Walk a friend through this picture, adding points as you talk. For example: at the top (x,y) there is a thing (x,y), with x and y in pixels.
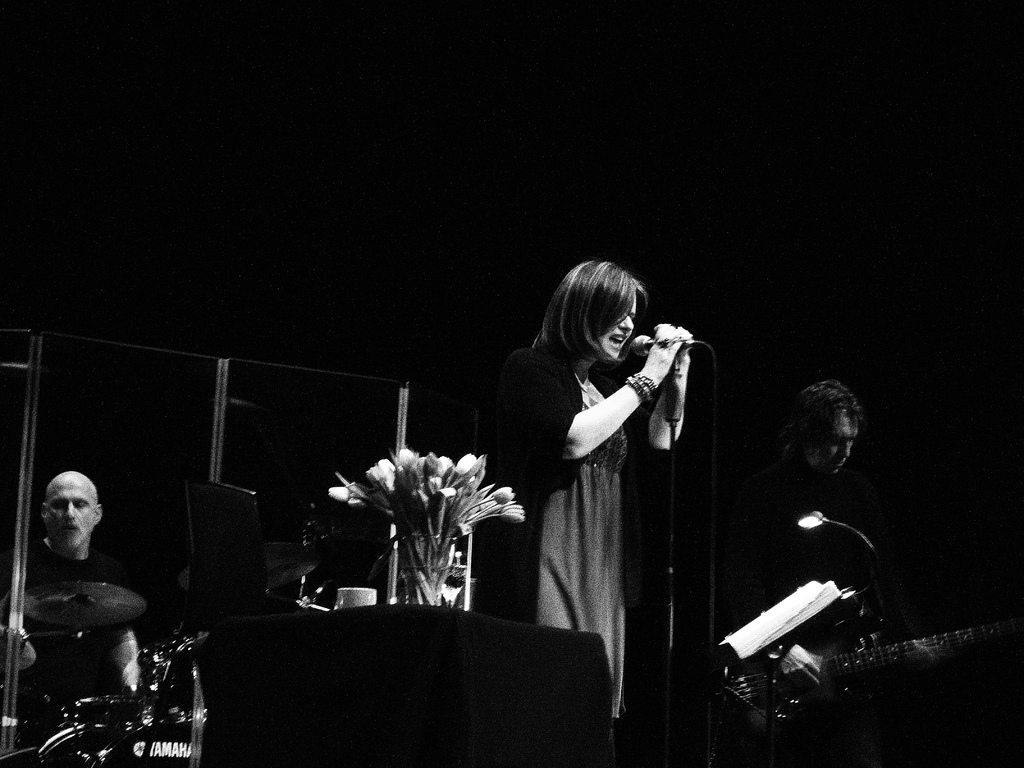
A woman (573,456) is holding a mic (646,349) and mic stand (671,602) and is singing. There is a vase (426,562) and flowers (424,504). Beside her another person (841,638) is holding guitar (853,665) and playing. In the back (91,510) a person (92,551) is playing drums (113,702). There is a wall (96,379) in the background (334,405).
